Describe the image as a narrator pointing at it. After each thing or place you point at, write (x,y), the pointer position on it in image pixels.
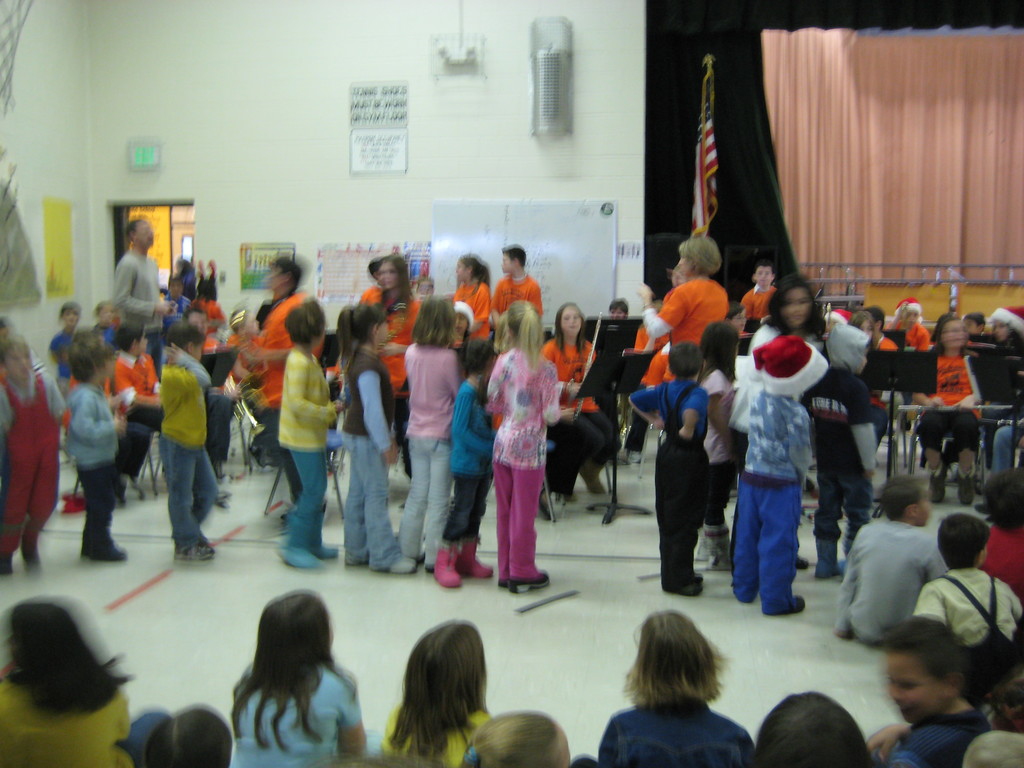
At the bottom of this image (921,684), there are children (904,689) in different color dresses (733,762), sitting. In the background (961,401), there are children (929,423), persons (132,262), a curtain (954,54) arranged on a stage (908,251), white color board (544,204), posters (370,259) pasted on the wall (439,189), there is a door (167,229), sign boards (140,163), a flag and an object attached to the wall (537,161).
